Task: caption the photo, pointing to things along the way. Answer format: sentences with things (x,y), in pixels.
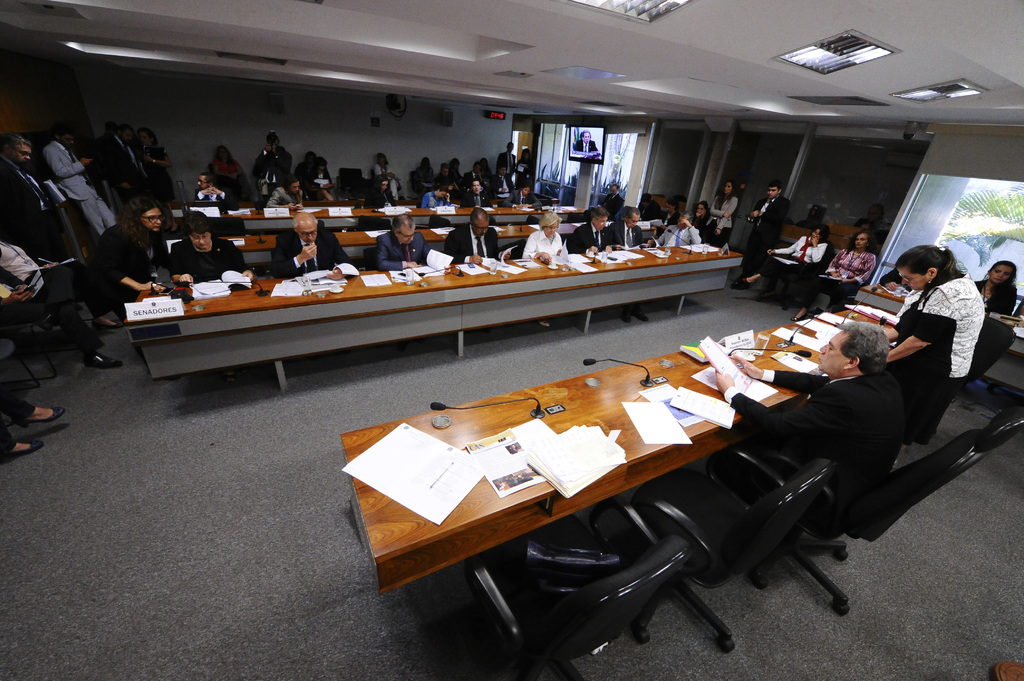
In this image I can see number of people (210,224) where few of them (194,222) are sitting on chairs (983,367) and few (938,399) are standing. On this table (465,451) I can see papers (821,315) and mics (785,349). In the background (593,147) I can see a television (570,144).
